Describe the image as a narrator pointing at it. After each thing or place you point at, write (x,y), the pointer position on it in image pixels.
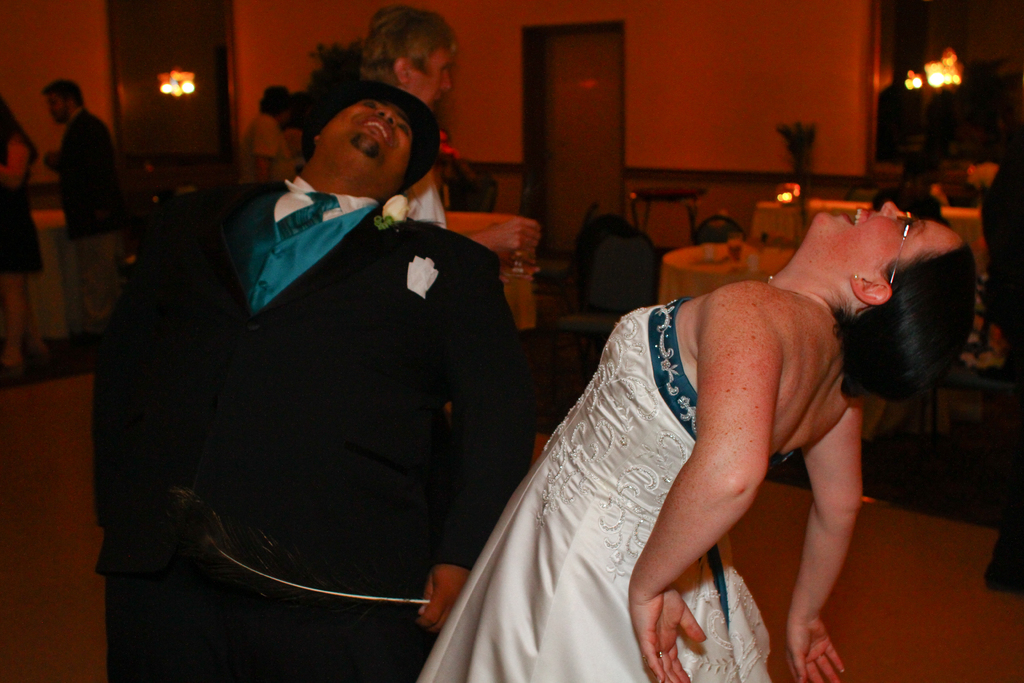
On the left side (272,398), there is a person (292,388) in a suit (391,280), smiling and dancing on a floor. On the right side (698,577), there is a woman (659,394) in a white color dress (631,412), smiling and dancing. In the background (984,308), there are other persons (267,143), there are tables (476,223) and chairs (474,199) arranged, there are lights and there is a wall (61,47).
